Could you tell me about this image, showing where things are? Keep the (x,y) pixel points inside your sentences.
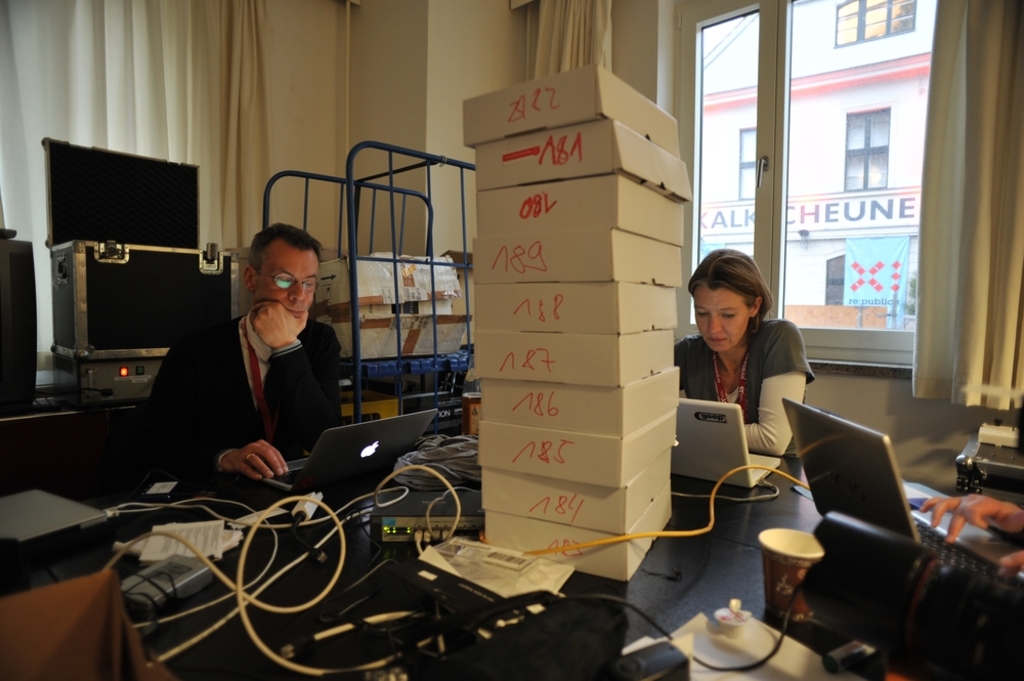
In this picture there is a man (229,373) wearing a black color sweater (247,380), working on the laptop (379,432). Beside there is a woman (776,384) wearing a grey color t-shirt (769,351) is also working on a white laptop (686,440). On the front table (251,662) there is a white color boxes (574,509), some cables (451,467) and extensions box (390,542). Behind there is a black and silver suitcase (167,305) and metal pipe trolley (434,301). In the background (303,82) there is a yellow color wall (348,79) with the curtain (117,80) and a glass window (745,200).
